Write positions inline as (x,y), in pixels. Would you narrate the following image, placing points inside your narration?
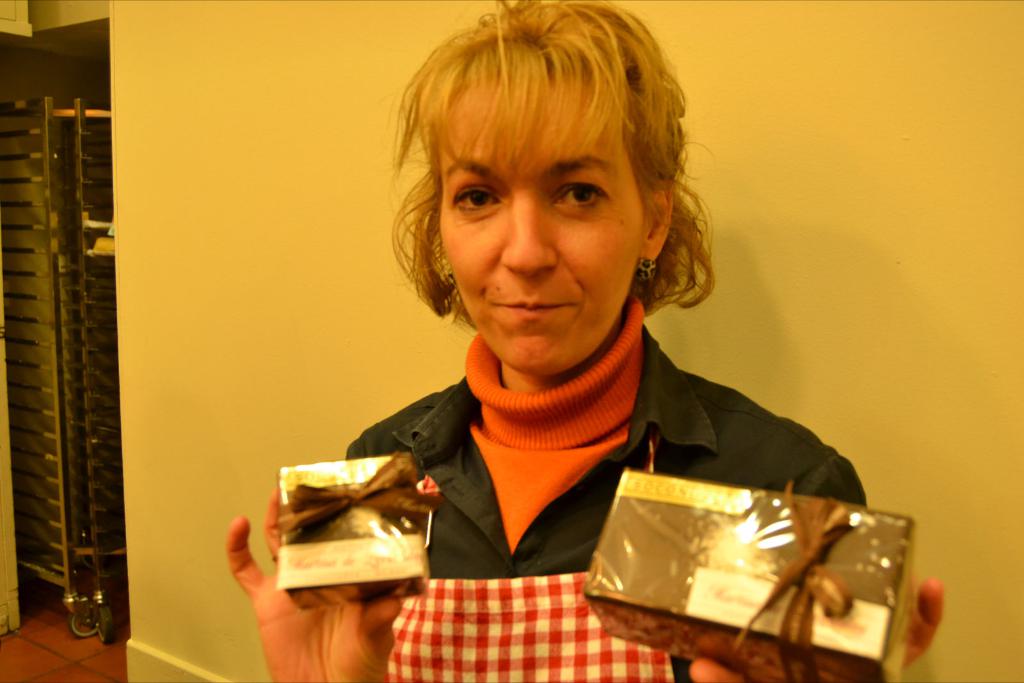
In this picture we can see a woman (426,612) wore an apron (584,628) and holding gift boxes (657,523) with her hands (337,621) and smiling and in the background (455,331) we can see the wall (297,190) and an object (63,567) on the floor (67,655).
